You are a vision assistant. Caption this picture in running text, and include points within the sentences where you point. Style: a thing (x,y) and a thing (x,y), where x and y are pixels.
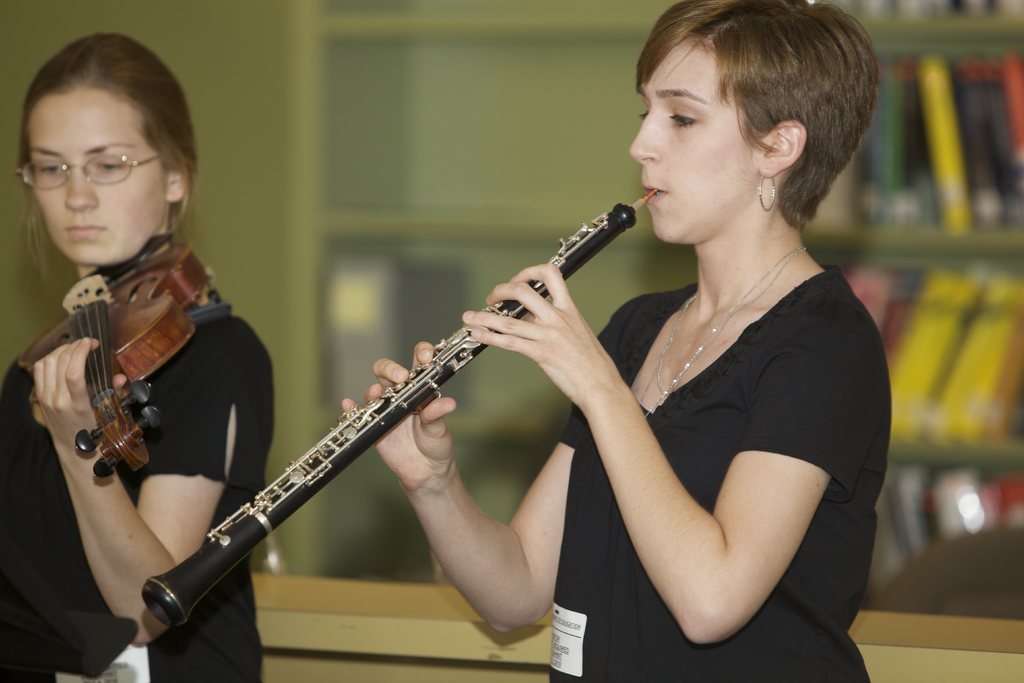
In this picture we can see a spectacle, two women (124,512) holding oboe (390,398), violin (127,442) with their hands (75,373) and in the background (902,121) we can see books (858,280) in racks (943,264), wall (588,173) and it is blur.
